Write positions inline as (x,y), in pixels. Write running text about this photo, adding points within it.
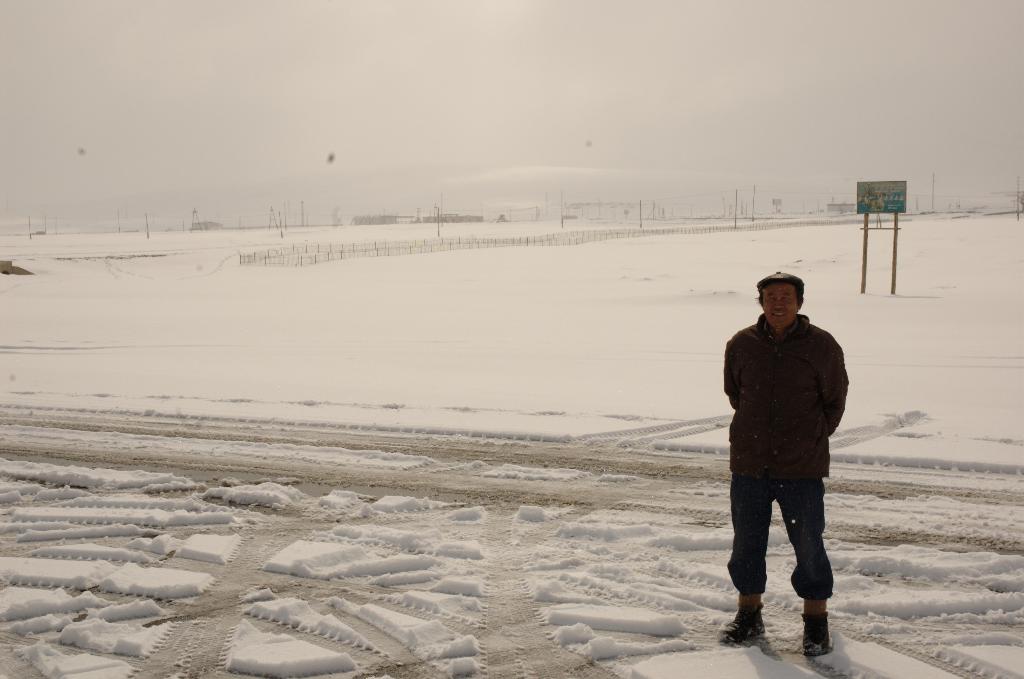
Land (391,413) is covered with snow (302,569). Here we can see a man (792,385). Far there is a fence (295,259) and board (883,211).
